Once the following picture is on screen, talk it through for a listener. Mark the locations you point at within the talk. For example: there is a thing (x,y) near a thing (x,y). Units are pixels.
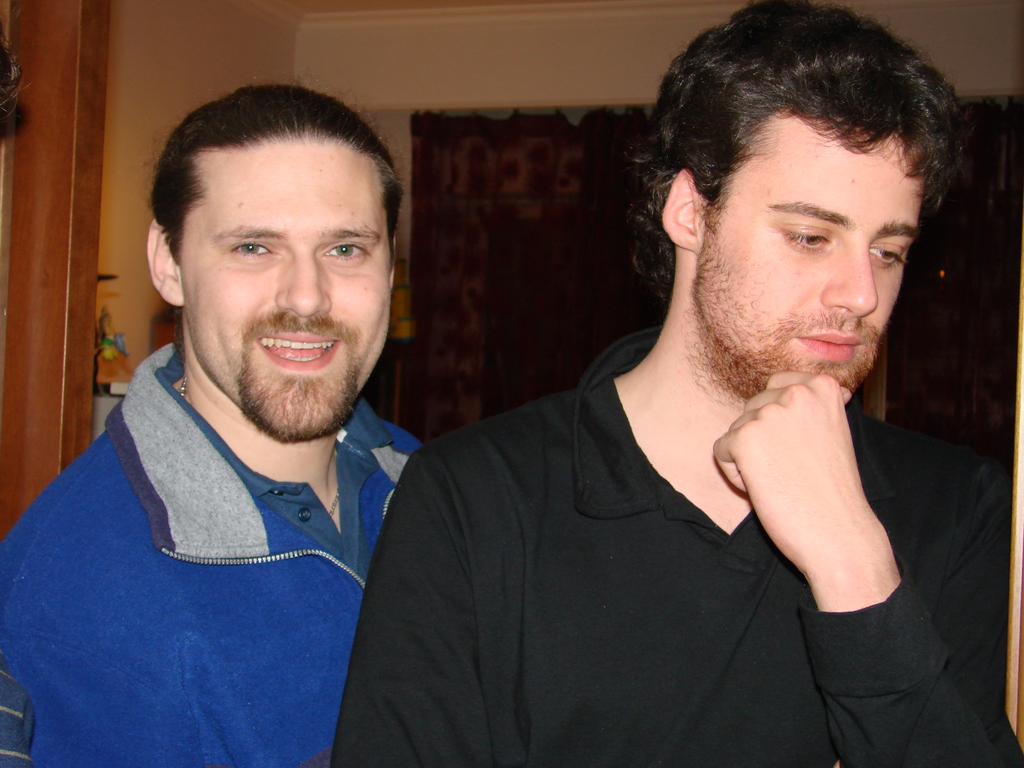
In this image I can see two people (520,440). In the background (513,105), I can see the wall (529,75).
